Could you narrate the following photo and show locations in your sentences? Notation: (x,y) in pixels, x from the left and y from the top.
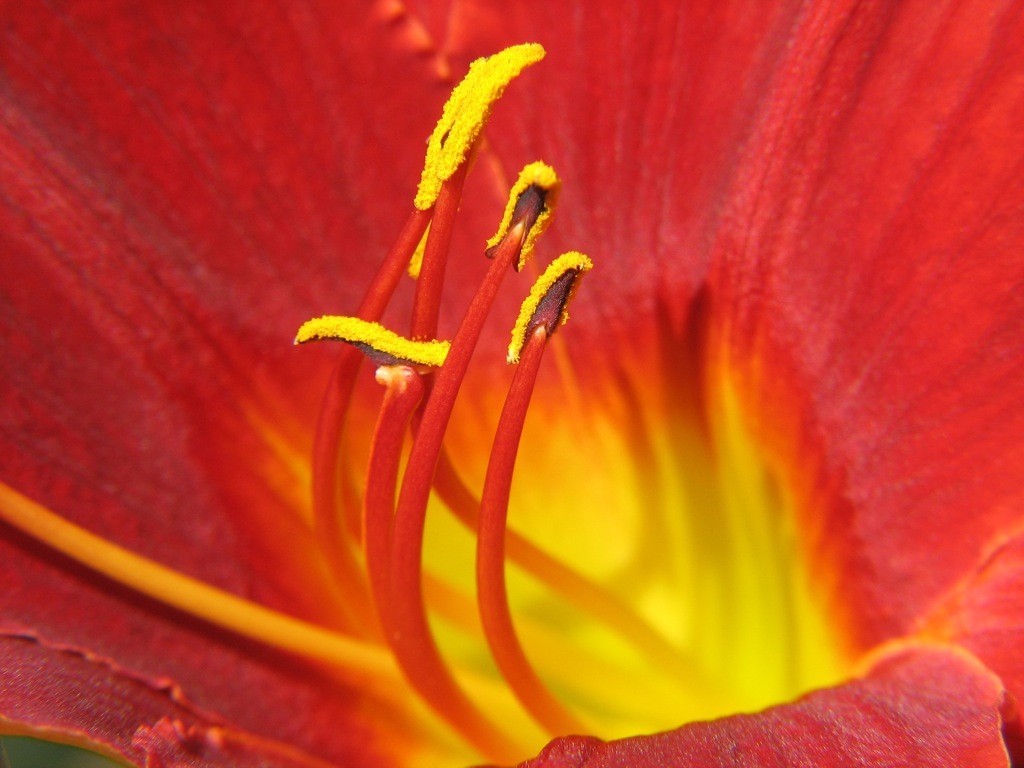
In this picture we can see close view of the red flower (766,745). In the center (528,315) we can see yellow color anther (544,298) and red color flower petals (124,404).
